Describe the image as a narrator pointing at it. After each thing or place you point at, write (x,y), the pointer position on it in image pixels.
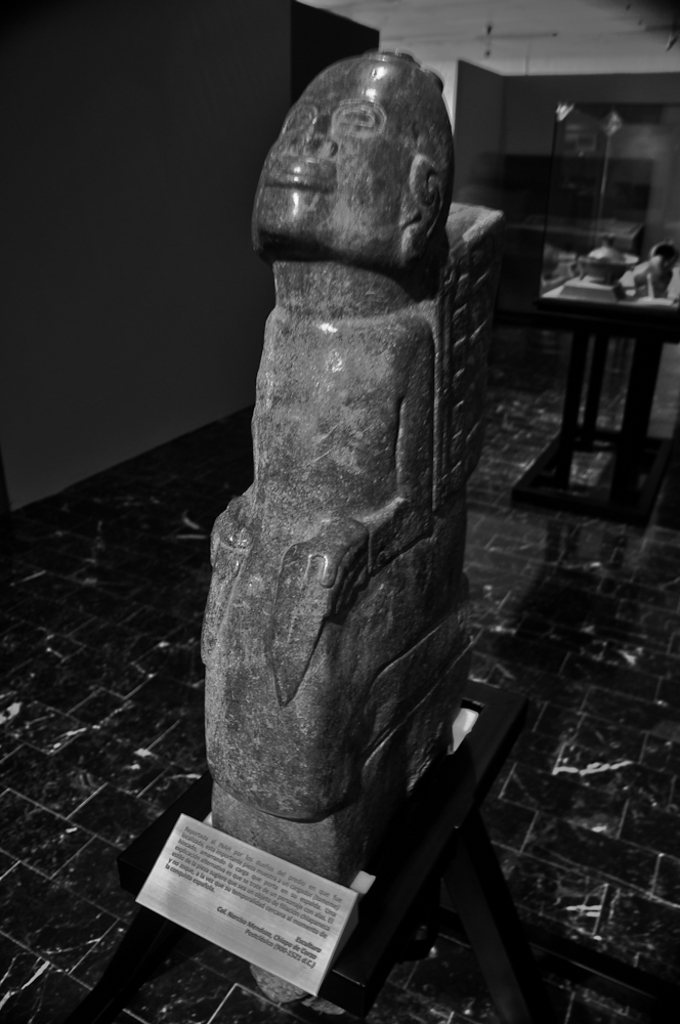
In this picture I can see a sculpture (337,639) in the foreground (323,716). I can see the table (617,315).
